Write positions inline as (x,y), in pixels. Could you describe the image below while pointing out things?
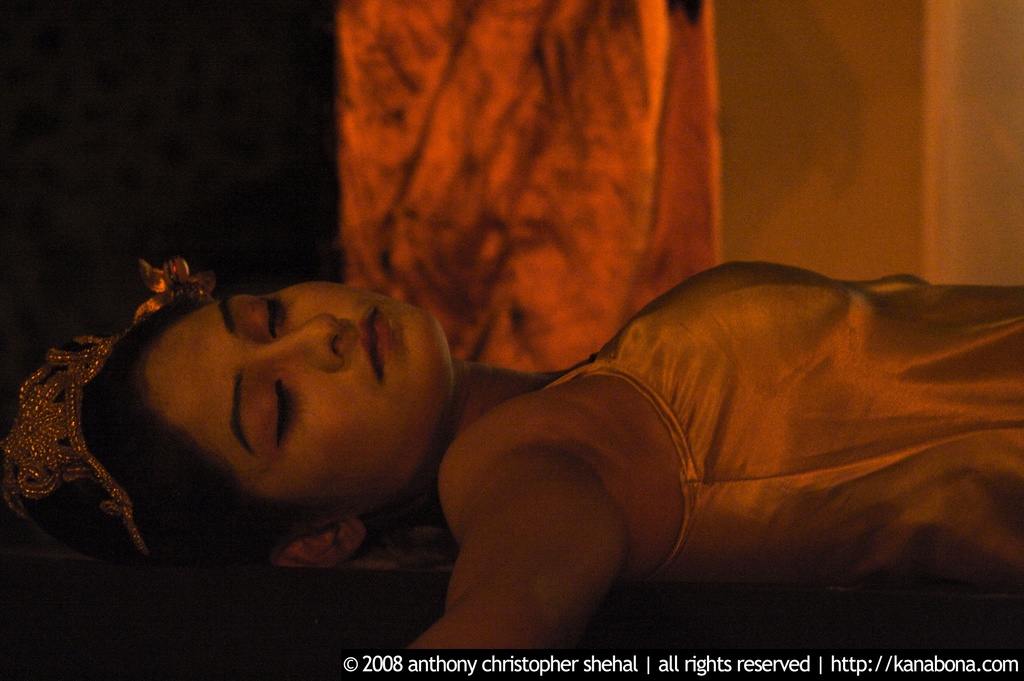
In this image, I can see the woman (696,469) laying down. In the background (609,209), It looks like a pillar (619,200). This is the watermark (707,655) on the image.
